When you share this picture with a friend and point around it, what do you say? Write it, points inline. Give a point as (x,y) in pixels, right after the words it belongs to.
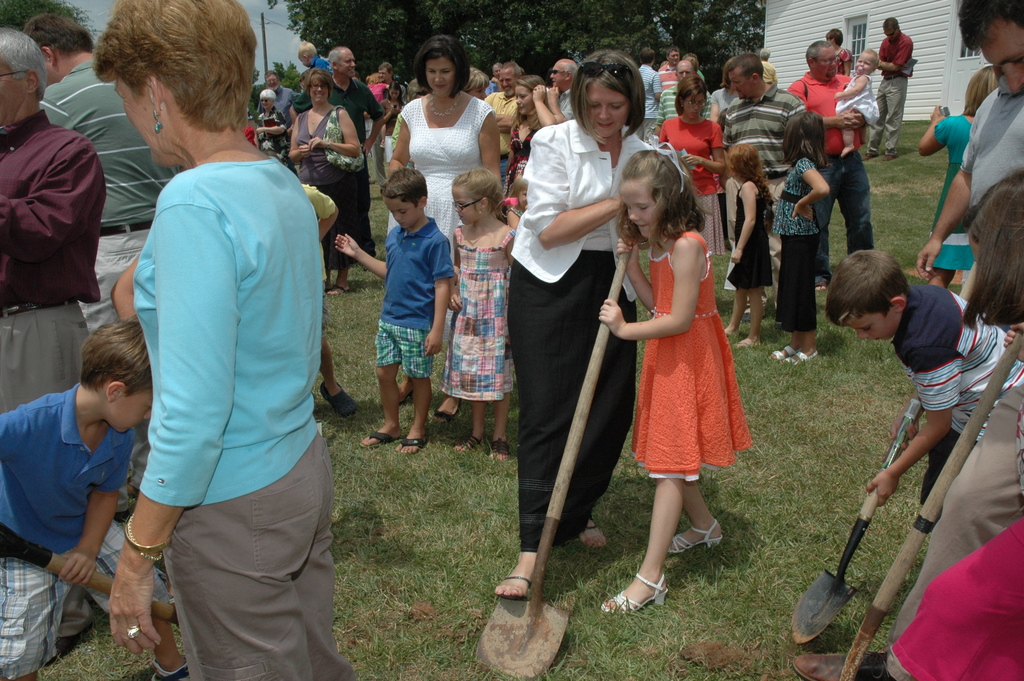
In this image I can see group of people (443,105) and few (632,295) are holding something (539,568). Back I can see a building (816,7), glass windows (861,38) and trees (310,26). The sky (280,36) is in blue and white color.
